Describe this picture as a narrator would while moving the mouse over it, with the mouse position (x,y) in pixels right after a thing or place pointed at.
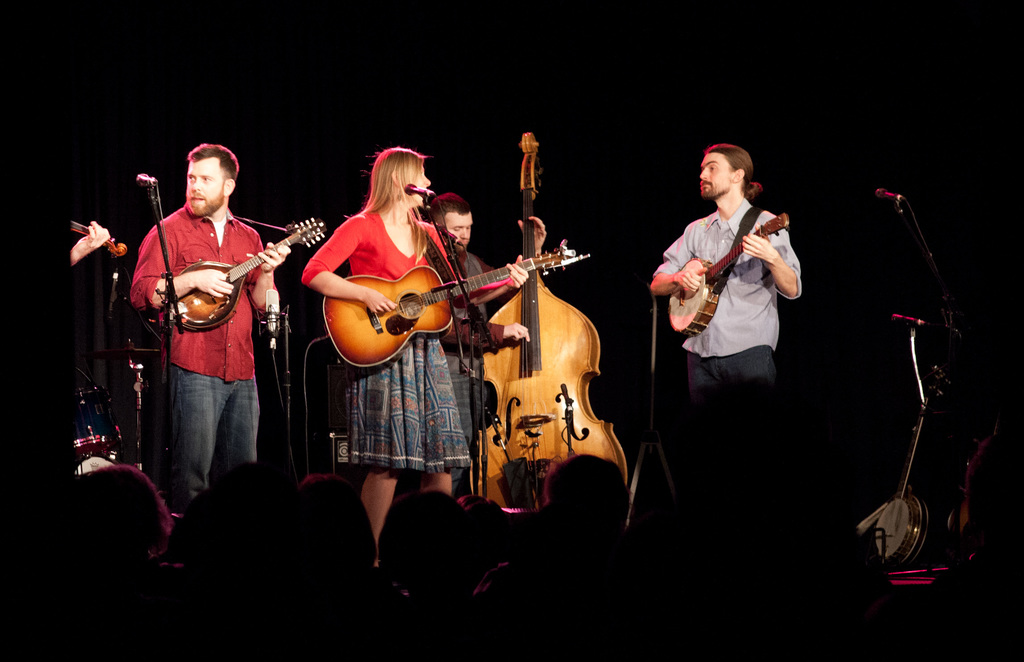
Here we see four people (196,167) on the dais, playing instruments (194,266) and someone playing violin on the stage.
